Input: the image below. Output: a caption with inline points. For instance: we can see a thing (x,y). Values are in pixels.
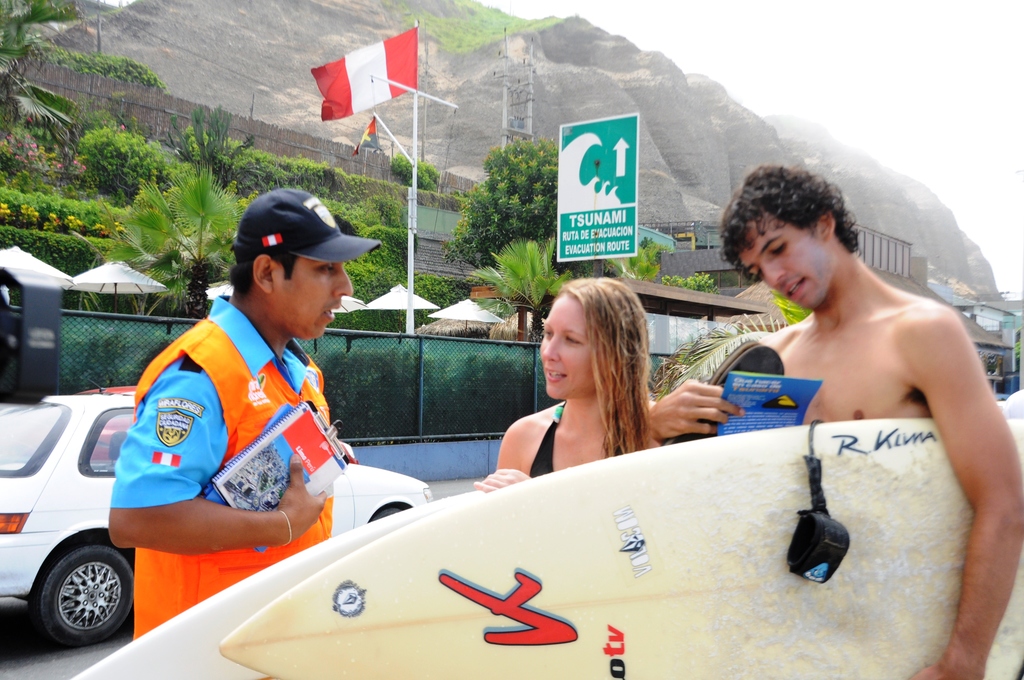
In the given image we can see there are three persons (524,424) standing. This is a vehicle (53,489), flag (388,79), tree plant (399,212) and a mountain (560,84). The sky (779,113) is in white color.
